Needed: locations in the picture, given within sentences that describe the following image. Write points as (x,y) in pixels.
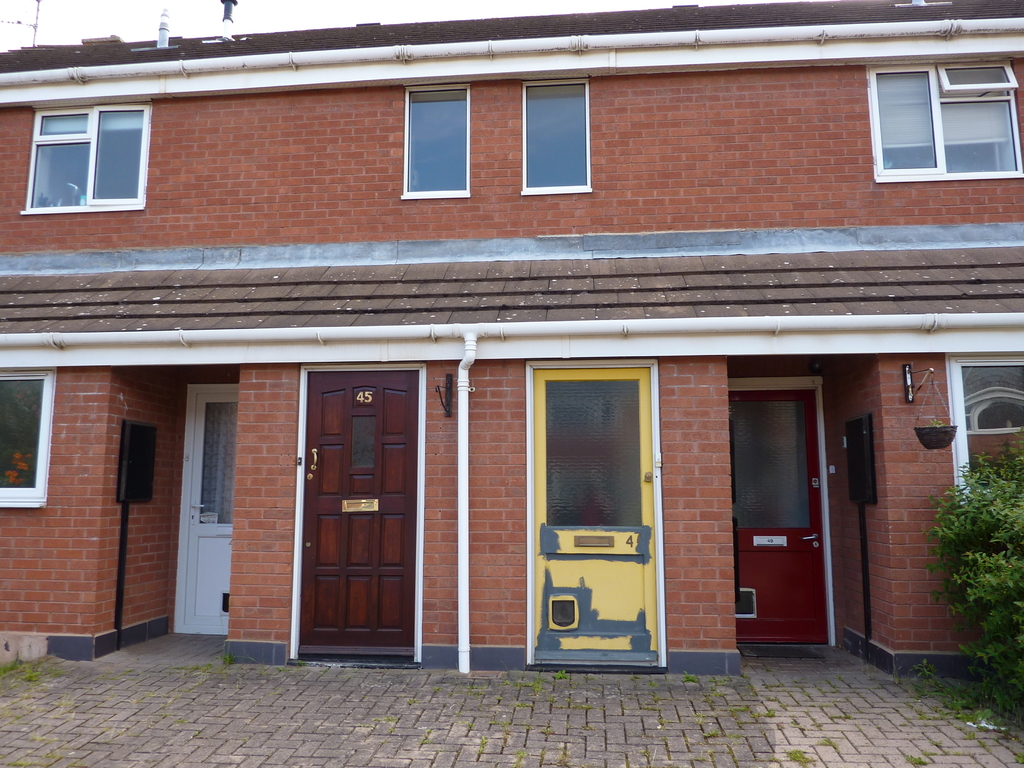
In this image I can see the ground (348,719), a tree (1020,556) which is green in color and a building (679,254) which is brown and white in color. I can see few windows (578,162) and few doors (621,564) which are white, brown, yellow and red in color. In the background (429,4) I can see the sky (367,12).
